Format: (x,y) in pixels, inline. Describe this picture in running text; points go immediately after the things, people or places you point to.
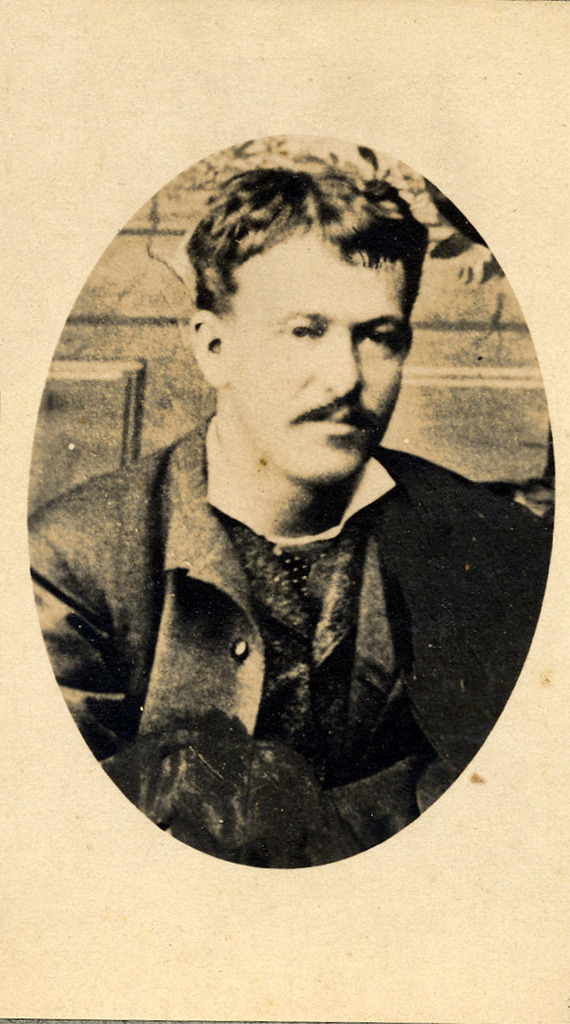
In the image we can see the poster (279,528), in the poster (306,534) we can see a photo (306,590) of a man (285,584) wearing clothes (244,595).
